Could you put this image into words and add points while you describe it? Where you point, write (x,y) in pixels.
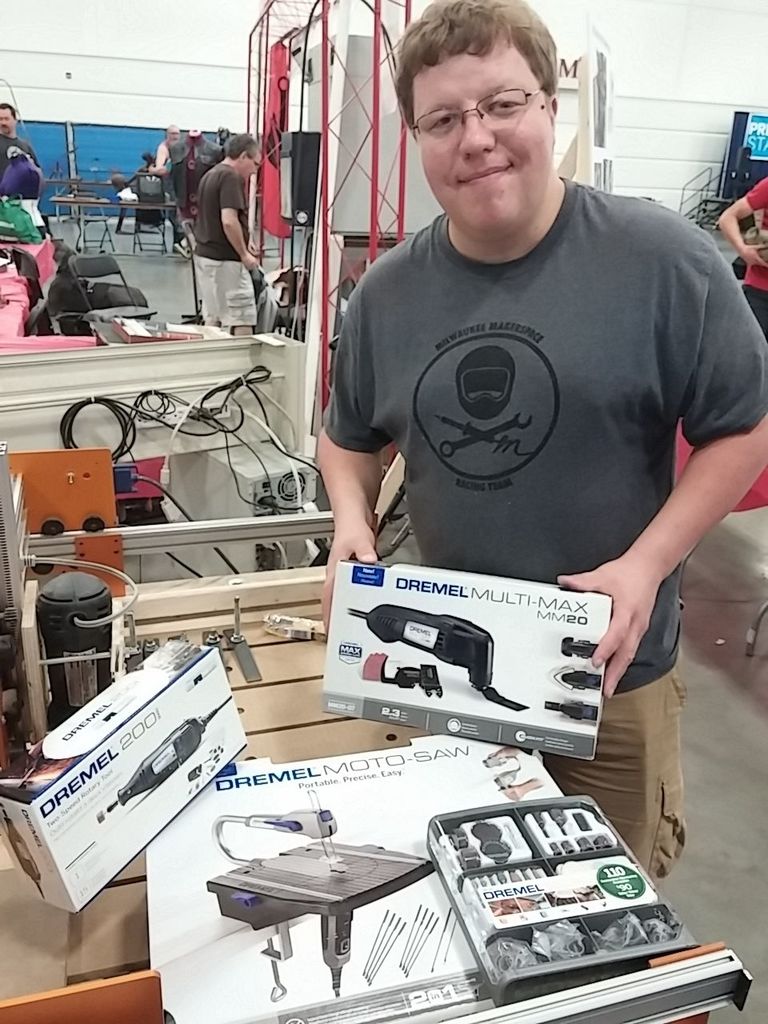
In this image, we can see persons (249,140) wearing clothes (196,270). There is a person (468,375) in the middle of the image (472,389) standing in front of the metal frame (356,159) and holding a box (509,620) with his hands (653,561). There is a table (306,701) at the bottom of the image (347,774) contains boxes (259,896). There is an electrical equipment (246,501) on the left side of the image (36,583).
